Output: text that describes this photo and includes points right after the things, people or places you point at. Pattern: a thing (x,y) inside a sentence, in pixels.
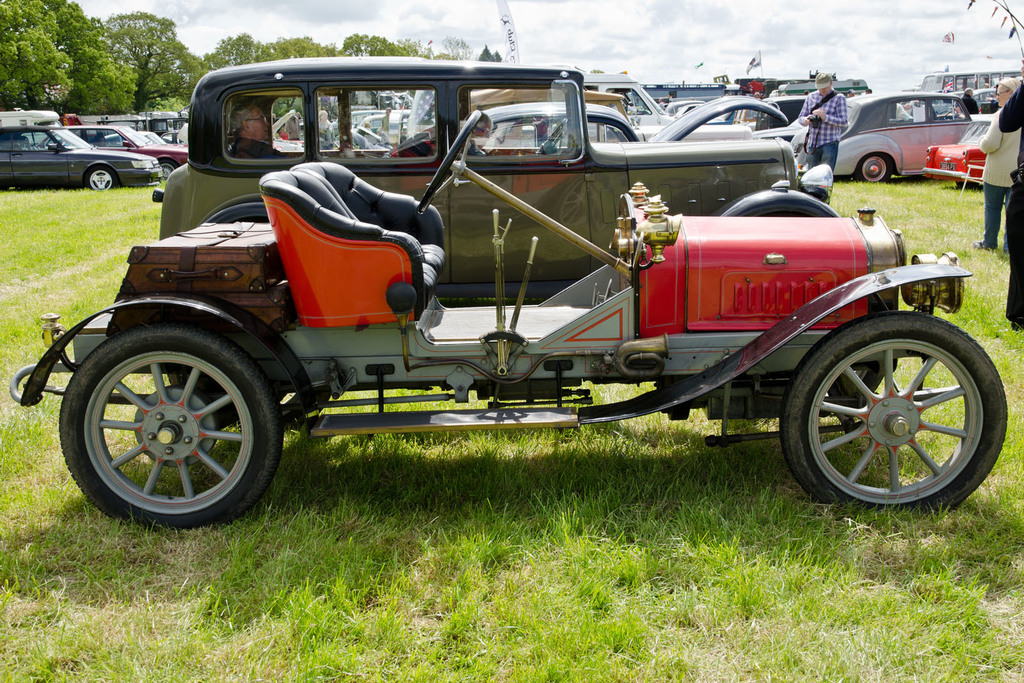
There are people (838,118) and vehicles (56,152) present on a grassy land (26,410) as we can see at the bottom of this image (654,475). We can see trees (122,73) in the background (186,72). The sky (801,35) is at the top of this image (716,32).
